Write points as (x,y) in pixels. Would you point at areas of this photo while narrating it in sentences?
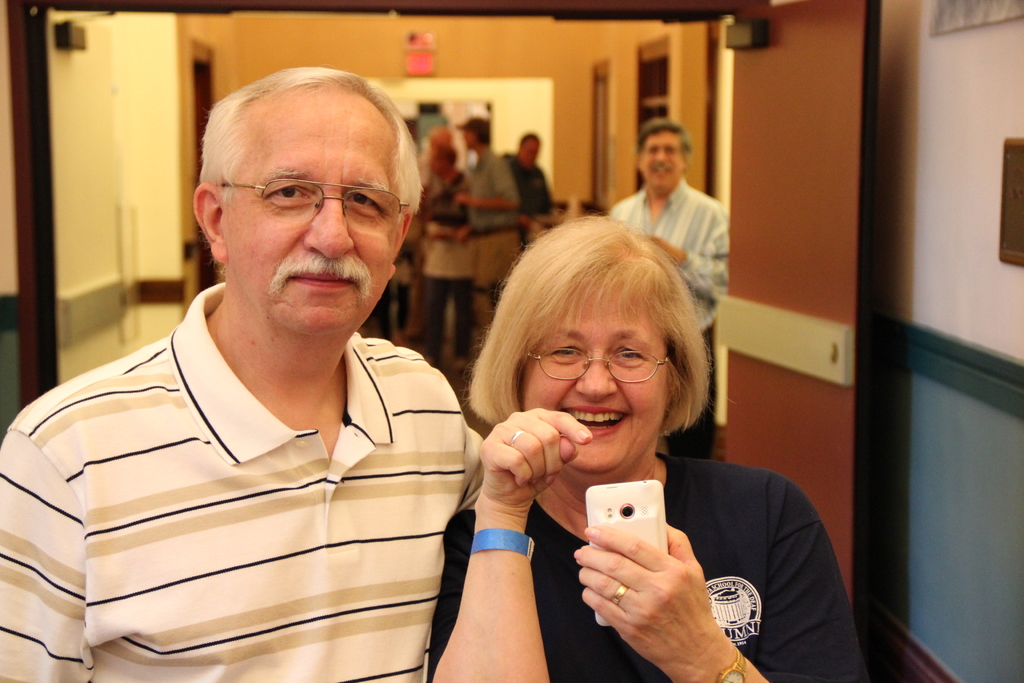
This picture consists of two persons (353,349) and a woman (624,323) holding a mobile (660,538), she is smiling visible in the foreground (579,293), in the background (490,145) I can see group of persons (472,154), one person (668,136) standing in front of the wall (931,211).
